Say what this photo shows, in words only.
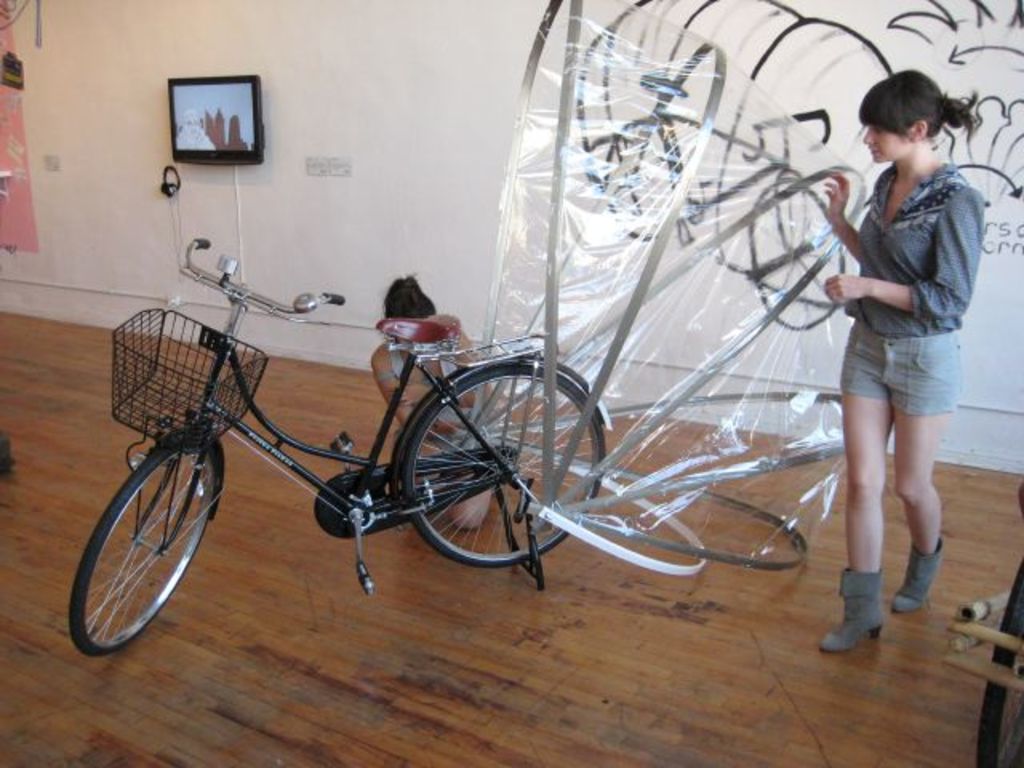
In this picture we can see persons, bicycle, television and in the background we can see a wall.
